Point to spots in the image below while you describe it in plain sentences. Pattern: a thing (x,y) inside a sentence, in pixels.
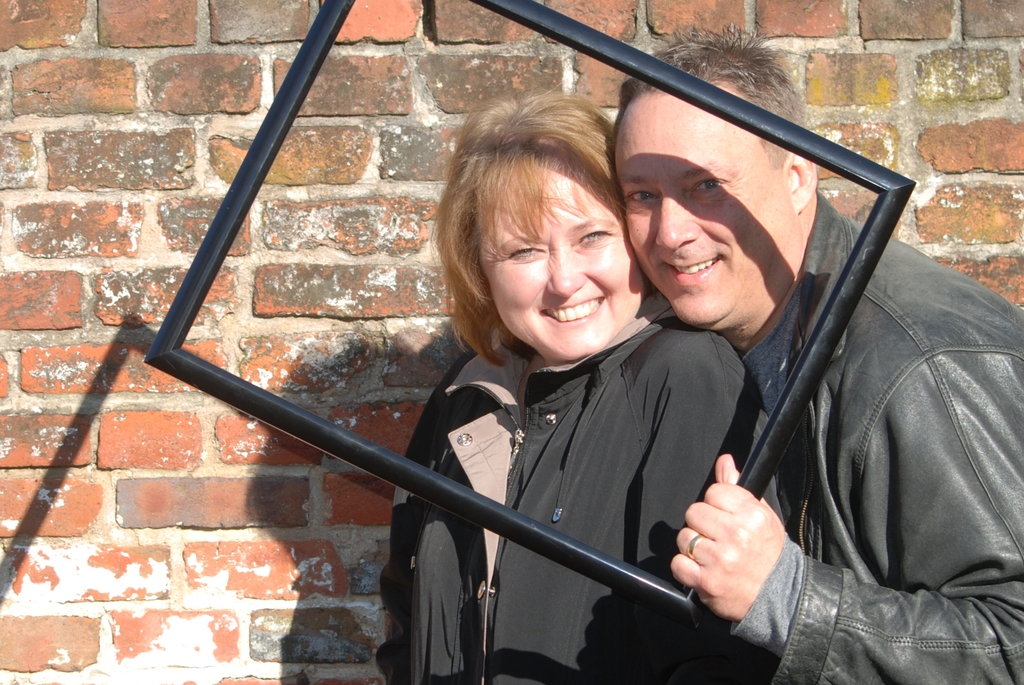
Here in this picture we can see a couple (513,238) standing over a place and both of them are wearing jackets (687,491) on them and smiling and the person (771,203) is holding a frame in front of them over there.
